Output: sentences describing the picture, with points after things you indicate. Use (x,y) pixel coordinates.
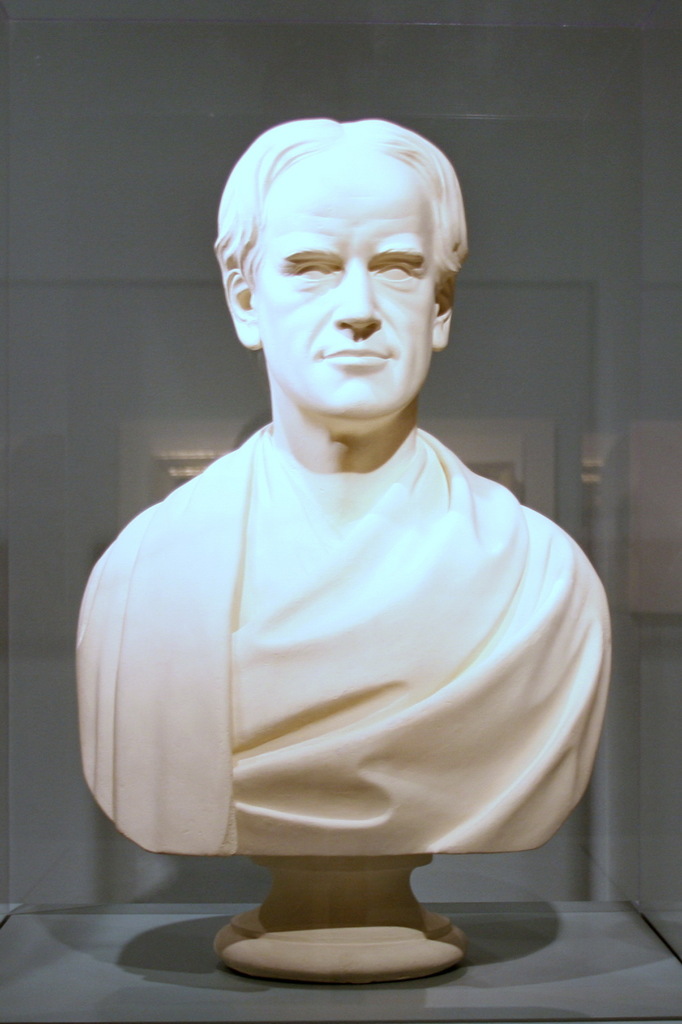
In this picture there is a statue of a man (397,321) which is kept on the box (241,997).
